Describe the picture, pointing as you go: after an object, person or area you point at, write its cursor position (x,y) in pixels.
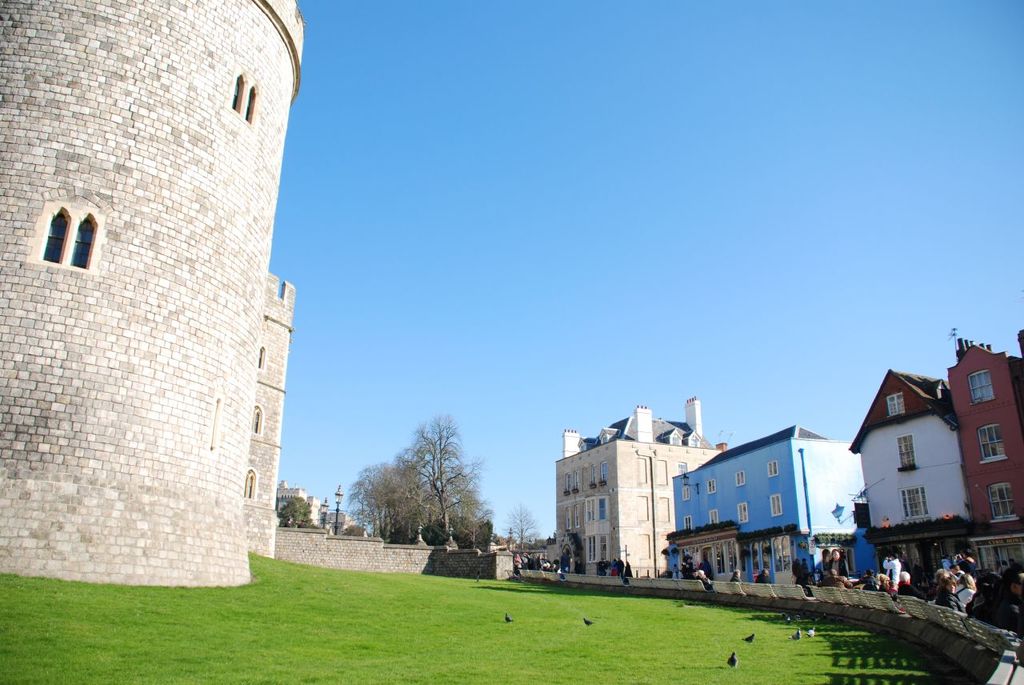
In the foreground of this image (253,615), there are few pigeons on the grass land (356,649). On the left (175,180), there is a building (204,381). On the right (964,540), there are few buildings (723,529) and the persons (971,608). In the background (415,517), there are trees (364,518), poles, wall (419,561) and the sky (509,243).
